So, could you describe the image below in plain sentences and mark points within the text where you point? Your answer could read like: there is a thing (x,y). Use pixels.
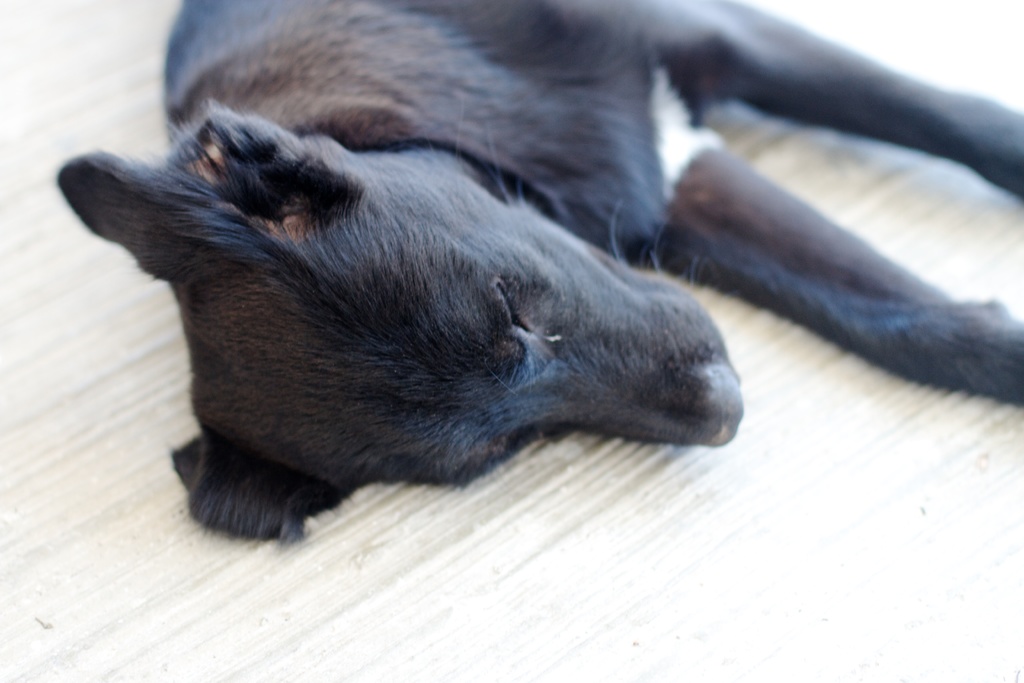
This image consists of a dog (551,321), which is in black color. It is lying on the floor (178,560).
